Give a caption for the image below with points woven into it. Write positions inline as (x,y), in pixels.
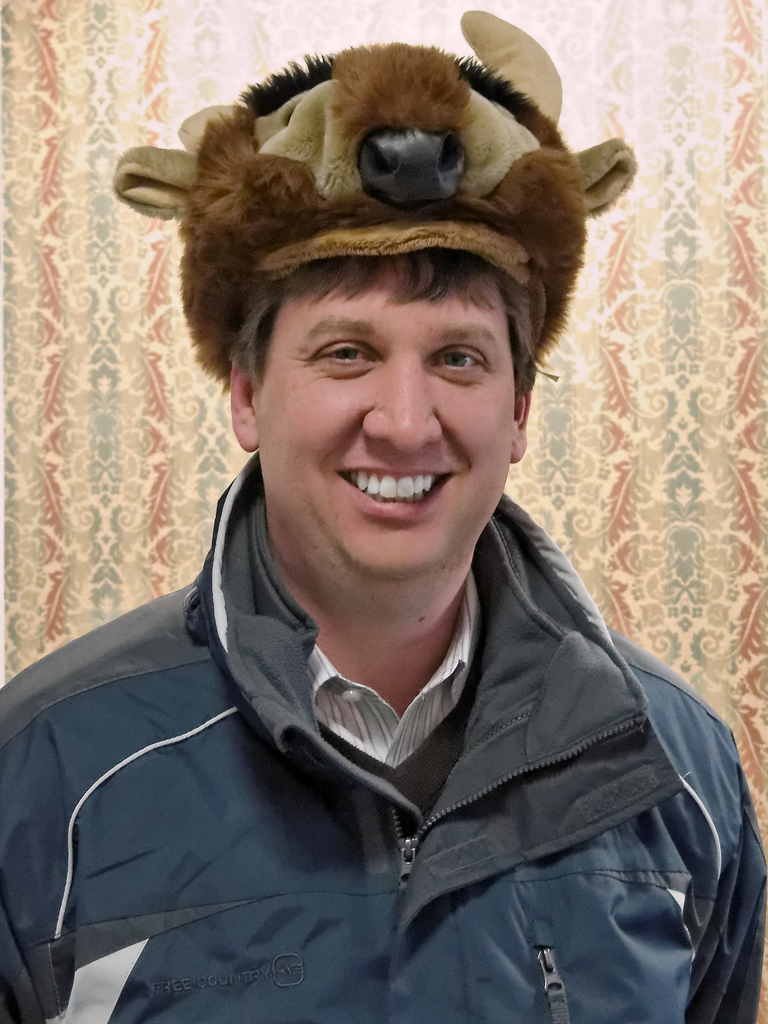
The man (200,805) in front of the picture wearing a white shirt (350,728) and blue jacket (433,886) is smiling. He is wearing an animal cap (378,198). Behind him, we see a sheet (80,330) or a curtain (566,345) in cream, red and grey color.
